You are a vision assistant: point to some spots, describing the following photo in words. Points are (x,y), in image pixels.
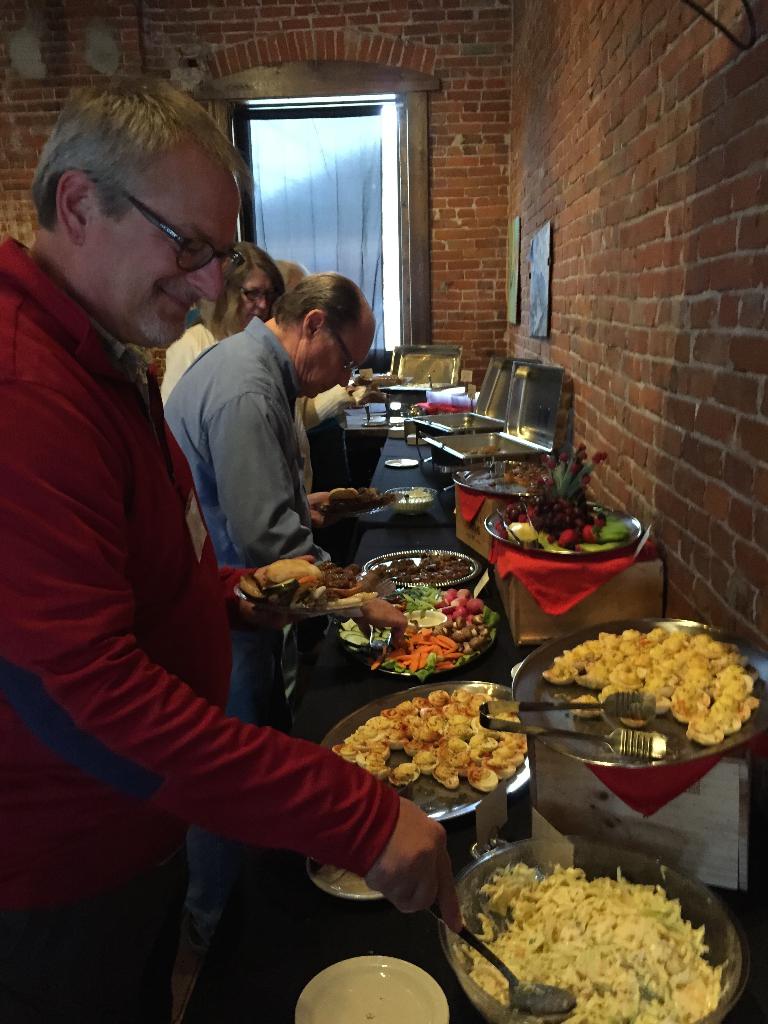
In this picture, we see people (162,441) standing. In front of them, we see a table (369,534) or a counter top (401,440) on which, bowls (713,924) containing food (596,978), a bowl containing chopped carrots (422,645) and cucumbers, plates (516,775) containing eatables (477,757), a white bowl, spoons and vessels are placed. On the right side (672,348), we see a wall (683,368) which is made up of red colored bricks (645,431). We see photo frames (541,247) placed on that wall (644,458). In the background (314,232), we see a window (291,223) from which we can see bright light (391,209). This picture might be clicked inside the room (346,452).
